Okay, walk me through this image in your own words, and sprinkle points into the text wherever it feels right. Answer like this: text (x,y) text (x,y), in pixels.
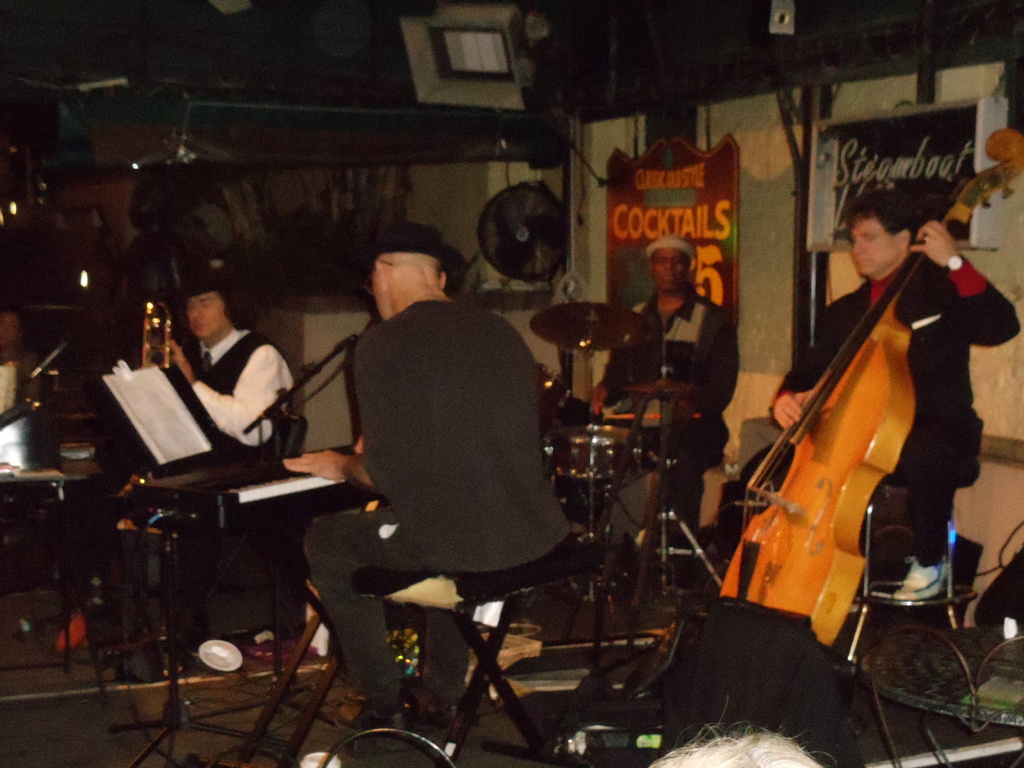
There are group of musicians (222,387) sitting in this image holding a musical instrument (851,484) in their hands (789,422). The person (629,351) in the background (680,358) is sitting in front of the musical instrument (584,438). In the background (626,210) on the wall (751,195) there are some sign (702,184), boards (907,172), fan (532,231), table fan (518,232).
